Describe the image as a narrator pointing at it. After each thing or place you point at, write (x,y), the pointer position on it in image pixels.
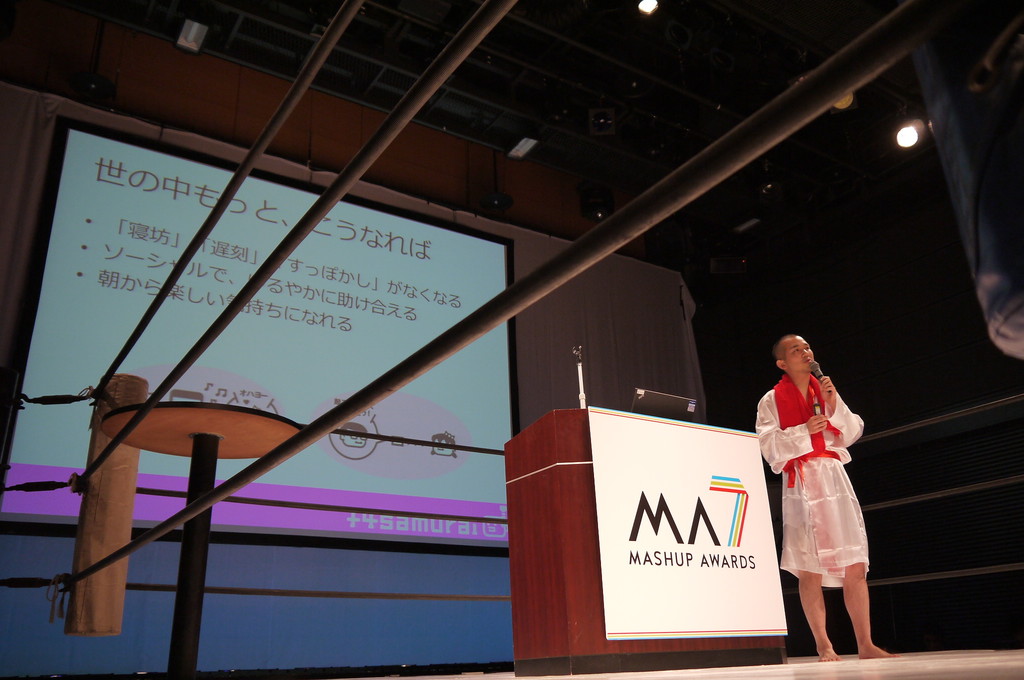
In this image we can see a person (811,448) holding a mic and standing on the stage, there is a podium (554,457), on the podium (583,425), we can see a mic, laptop (649,397) and a board (723,470) with some text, also we can see a screen (415,471) and a stand (267,442), at the top (651,1) we can see some lights (651,1) and there are some rods (809,74).
